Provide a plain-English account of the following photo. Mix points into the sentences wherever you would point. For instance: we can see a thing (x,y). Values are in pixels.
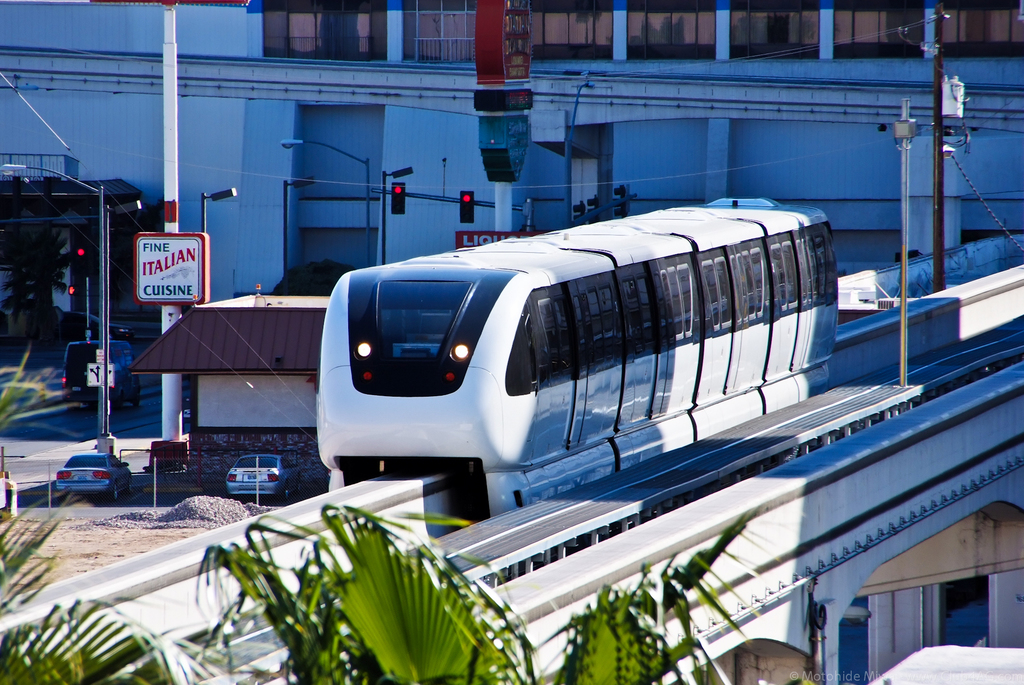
In this image there is a metro train (670,400) beside the metro train (682,397) there is a house (195,387), near the house (202,406) there is a road (67,426) on that road (50,428) there are light poles (103,291) and signal poles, cars (79,472) are parked to a side, in the background (111,26) there is a big building (108,12).
